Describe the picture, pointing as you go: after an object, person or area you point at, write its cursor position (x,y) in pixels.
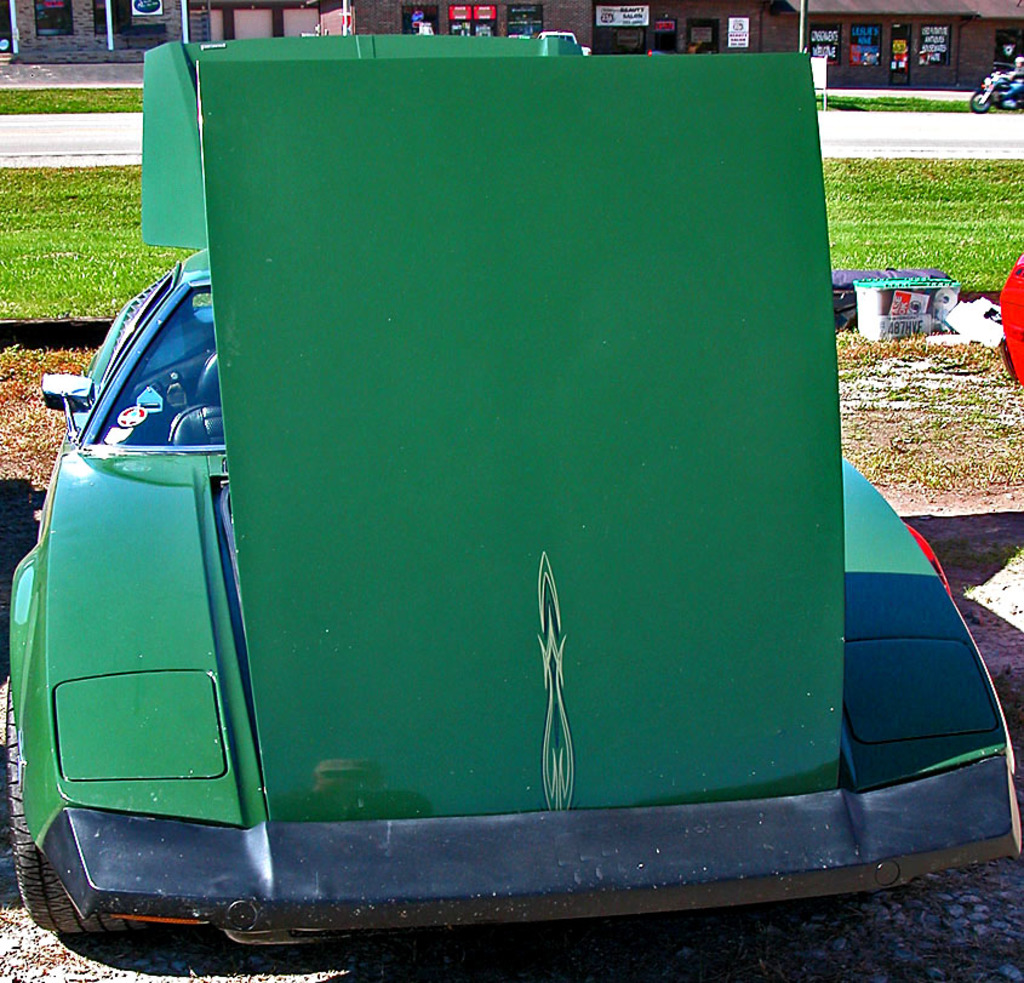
In this image we can see a green color vehicle (427,537). We can also see the grass (102,233), cover (853,275) and also an object (933,311). In the background (981,106) there is road (952,124), motorbike (977,94) and also the houses (942,48) and poles (802,5).
